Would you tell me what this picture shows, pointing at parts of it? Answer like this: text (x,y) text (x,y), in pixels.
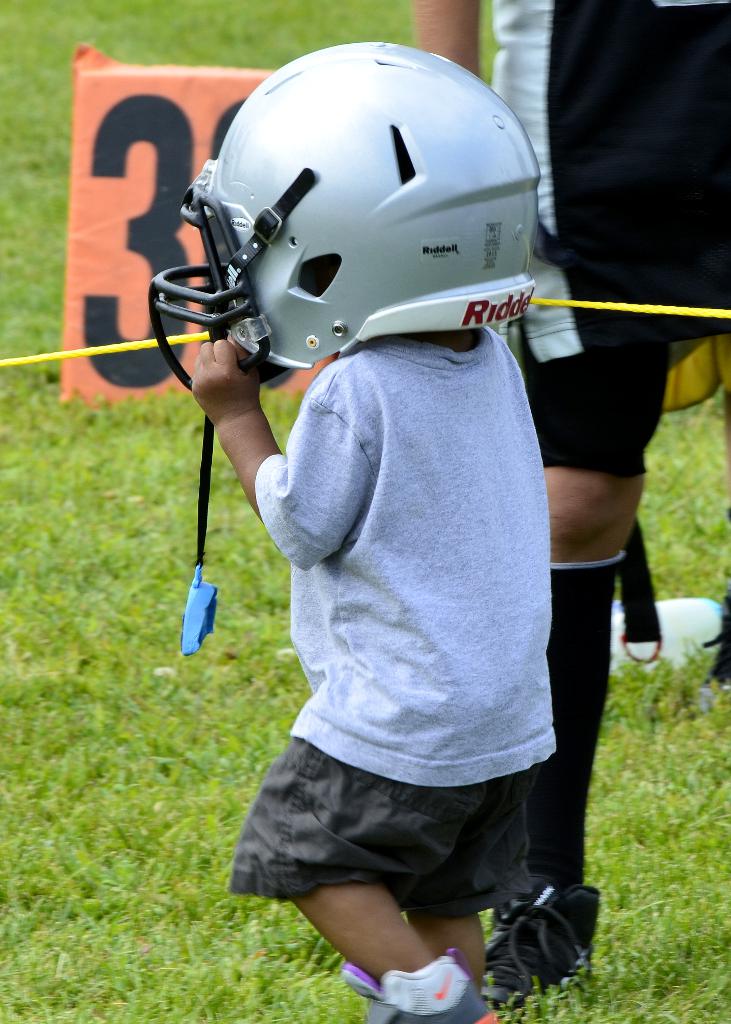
In this image there is a little kid (443,438) wearing a helmet (473,110), beside the kid (426,426) there is a person (536,357) standing on the surface (565,1014) of the grass (49,801).
